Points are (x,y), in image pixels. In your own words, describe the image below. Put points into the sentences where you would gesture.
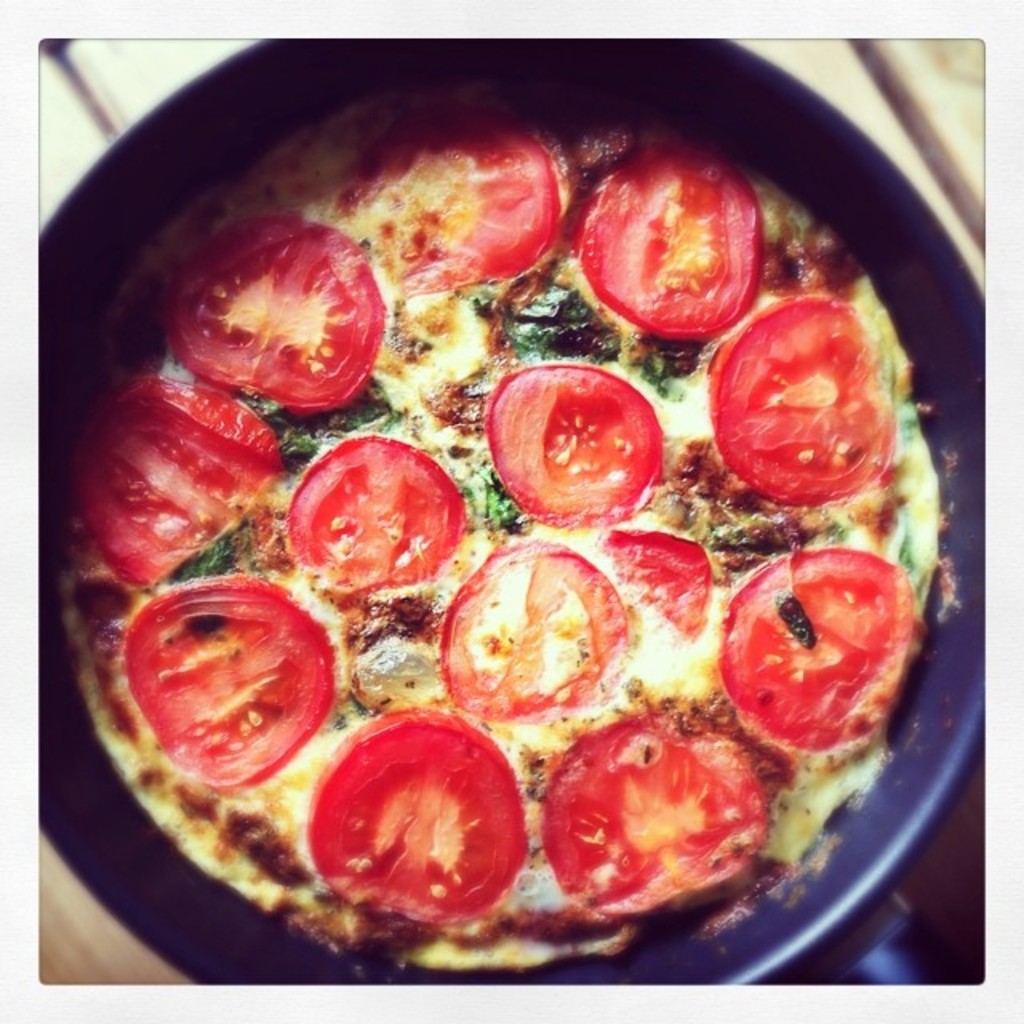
In this image there is a bowl (751,156), in that bowl (959,652) there is a food item (536,317), in the background (146,85) it is blurred.
